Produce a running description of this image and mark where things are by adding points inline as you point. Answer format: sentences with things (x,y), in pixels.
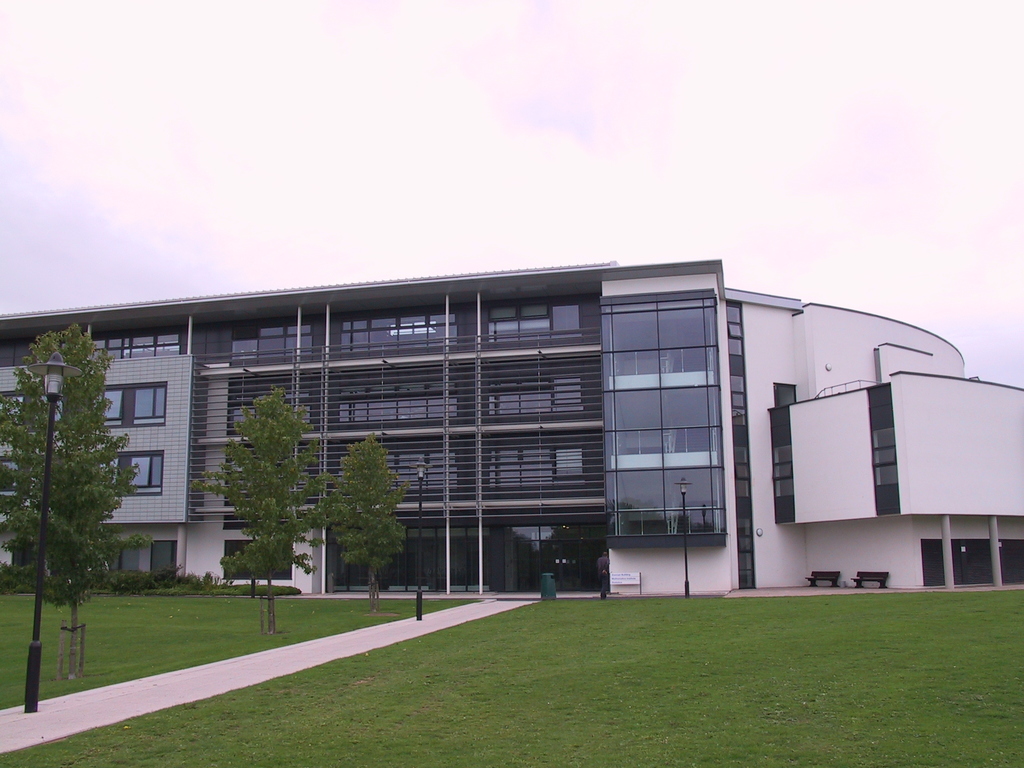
In this picture there is a building (861,560). On the right (856,586) we can see two benches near to the pillars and wall (785,571). At the bottom (559,716) we can see the green grass (730,767). On the left (0,569) we can see street lights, trees (57,517) and plants (4,576). At the top (1000,107) we can see sky (693,45) and clouds (579,29).
